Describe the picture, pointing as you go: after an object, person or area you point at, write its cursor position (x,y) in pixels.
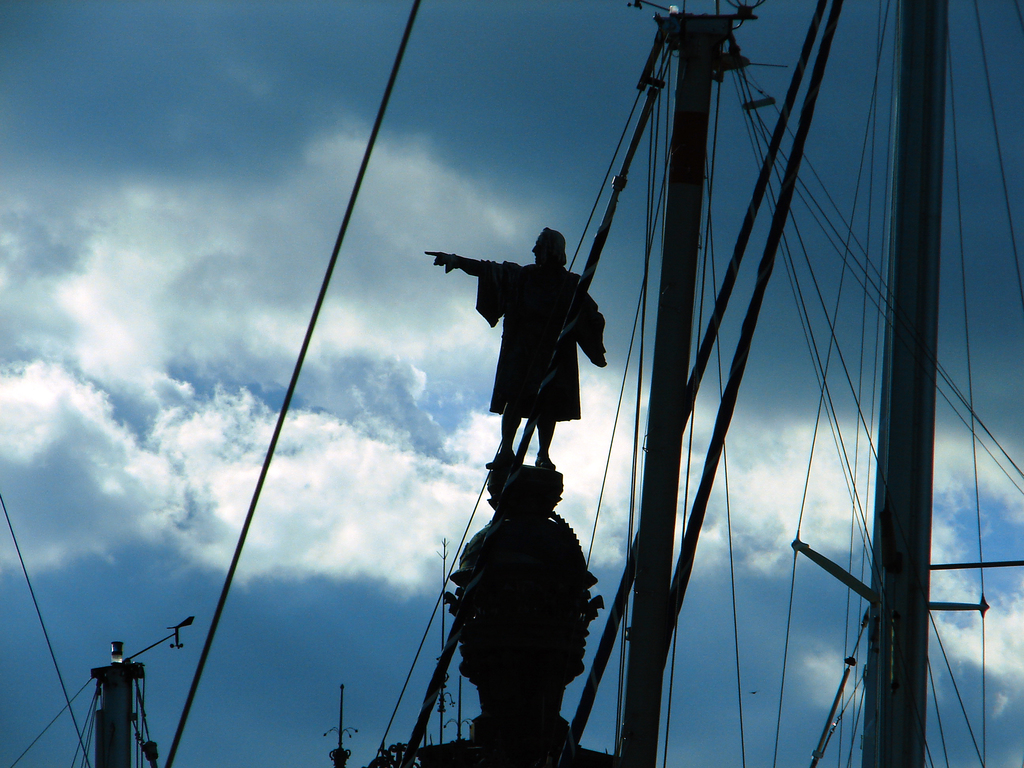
In this picture we can see the man statue (531,288) in the middle of the image (575,386). In the front (726,400) bottom side there are many poles (871,591) and cables (708,177). Behind we can see sky (419,174) and clouds (303,193).
